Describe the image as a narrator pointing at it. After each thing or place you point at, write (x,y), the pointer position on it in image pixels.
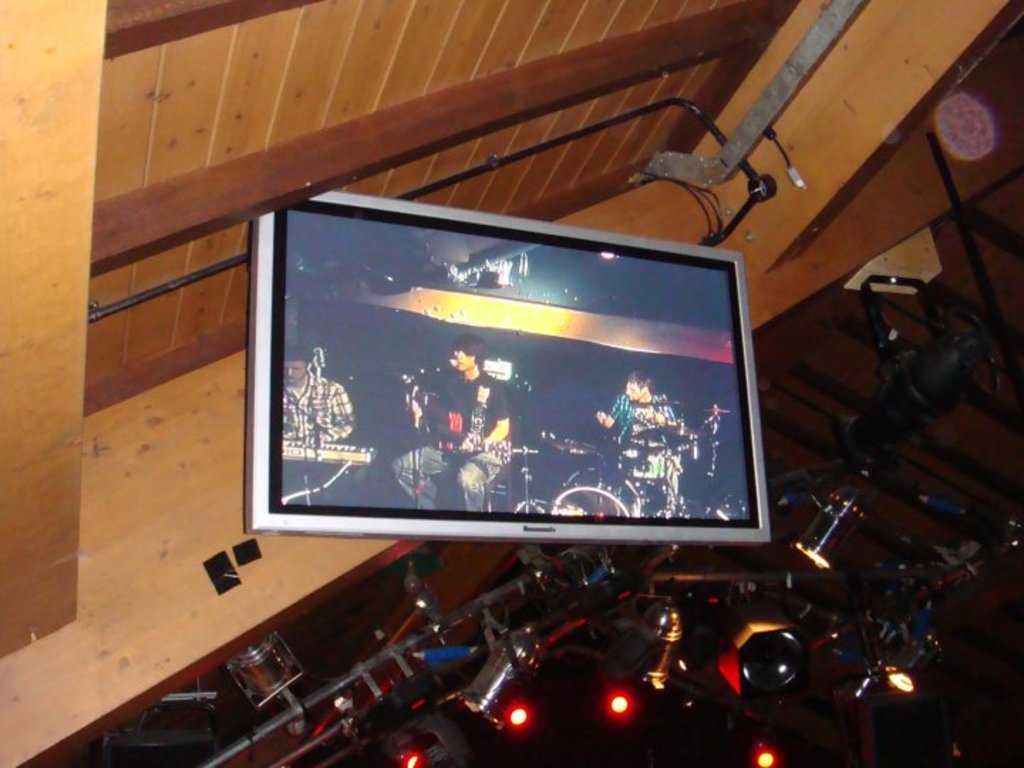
In this image there are lights (271,693), rods (507,595), screen (668,446), roof (456,192) and objects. On the screen (607,405) I can see people (628,426) playing musical instruments (660,454) in-front of the mics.
